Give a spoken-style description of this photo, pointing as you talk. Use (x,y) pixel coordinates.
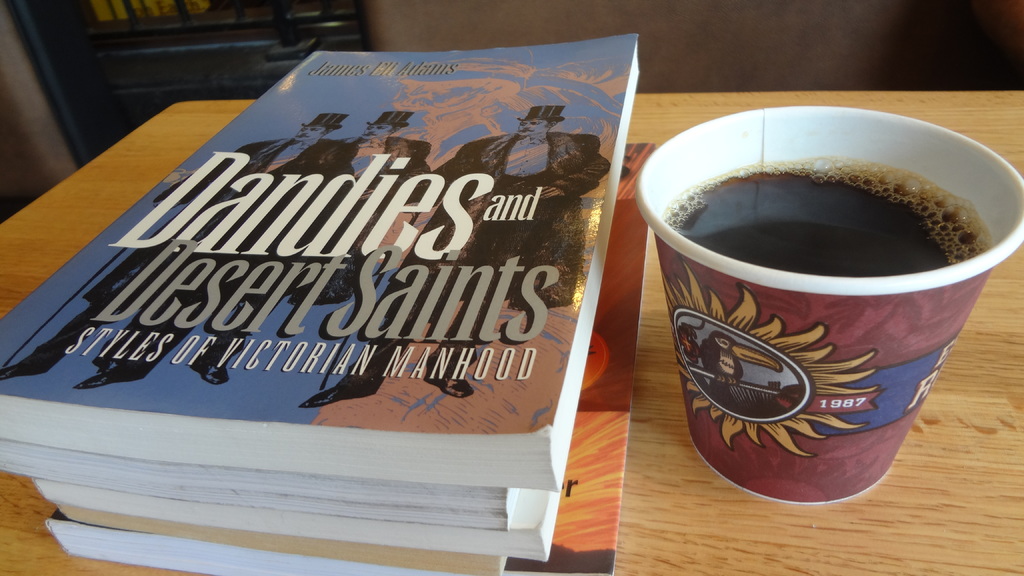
In the picture we can see wooden table (924,520) on it, we can see a paper cup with black coffee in it and beside we can see some books (612,519) are placed on the table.
